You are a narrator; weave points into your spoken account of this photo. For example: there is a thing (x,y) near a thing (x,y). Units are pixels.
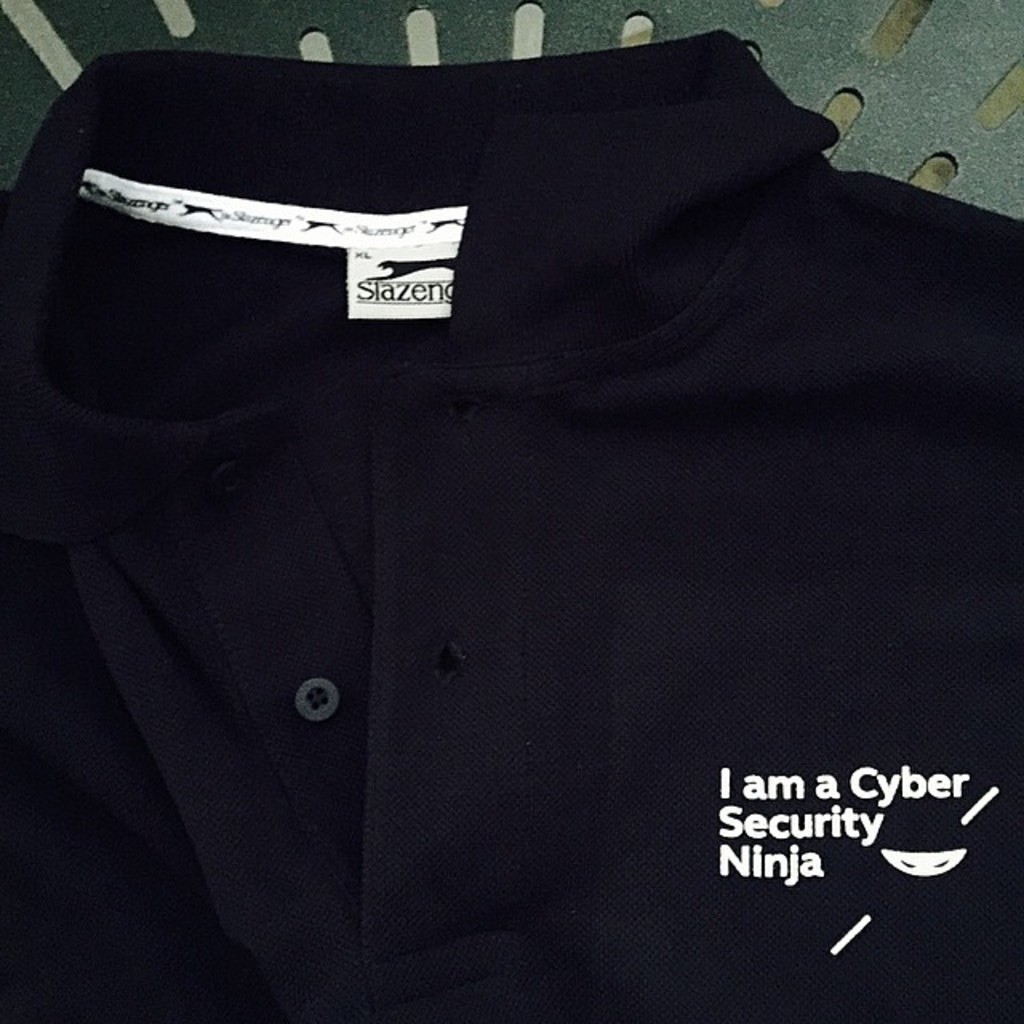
In this image we can see a t shirt (615,517) with some text (794,822) and a logo (917,865). In the background (782,62) there is an object (258,27).
